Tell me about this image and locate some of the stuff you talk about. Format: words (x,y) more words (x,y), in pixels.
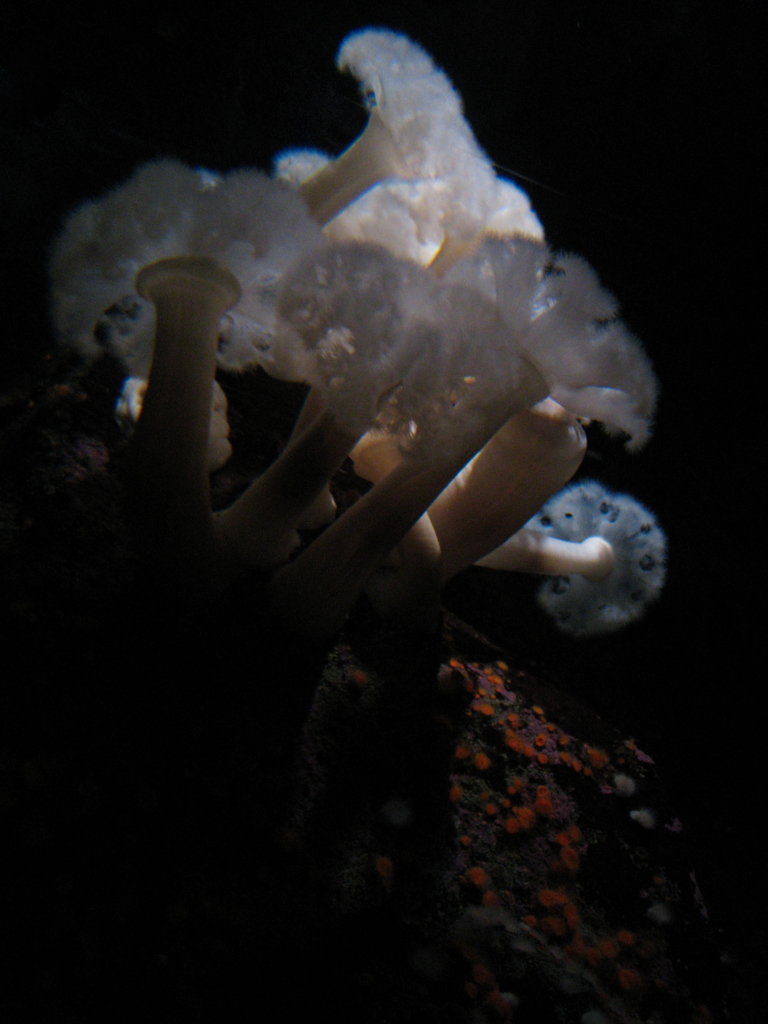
In the center of the image (327,444) we can see water plant (519,438) in water (751,391). At the bottom of the image (497,818) soil (516,843) is there.
